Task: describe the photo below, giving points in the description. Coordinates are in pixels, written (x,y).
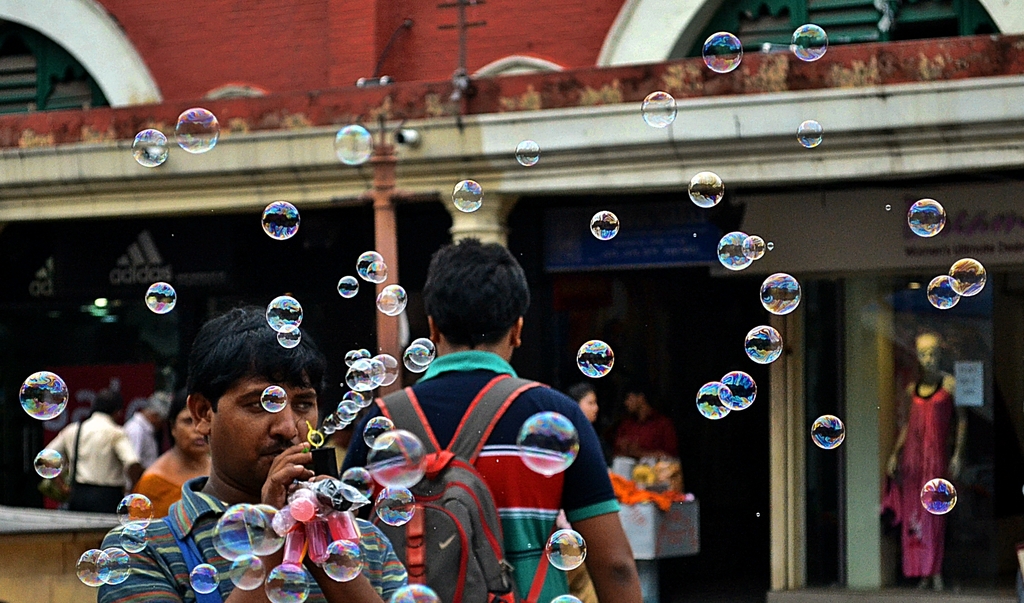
In this image I can see few people (147,433) are standing and in the front (386,533) I can see one man (303,415) is holding few objects (329,502). I can also see number of water bubbles (386,510) in the front (408,458). I can also see one man (510,470) is carrying a bag (450,602) and in the background (341,172) I can see a building (313,174), few stores (222,303), few boards (860,248), a pole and on the right side of the image (913,403) I can see a mannequin (945,421) in pink dress (937,524). I can also see something is written on these boards (854,225).
